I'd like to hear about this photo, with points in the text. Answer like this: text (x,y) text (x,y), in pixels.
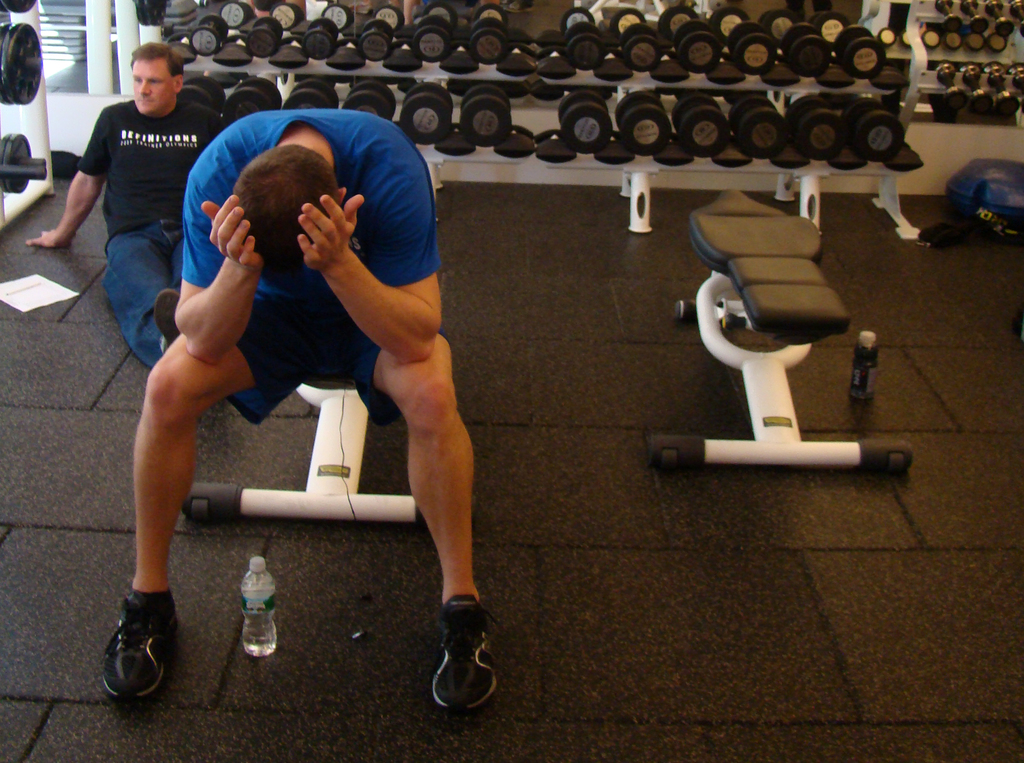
On the left side (336,277), there is a person (350,270) in a blue color t-shirt (266,128), keeping both hands (330,222) on his head (260,198), keeping both elbows (423,343) on his legs (392,360) and sitting on a furniture (358,499) of a gym (370,502). Beside him, there is a bottle (265,581) on the floor (264,703) and a person (143,150) in a black color t-shirt (143,150), sitting. Beside him, there is a paper (51,285) on the floor (55,270). On the right side (714,329), there is a furniture (835,317) of the gym (782,473). Beside this furniture (814,463), there is a bottle (867,360) on the floor (905,365). In the background (875,47), there are gym furniture (12,63) arranged.
